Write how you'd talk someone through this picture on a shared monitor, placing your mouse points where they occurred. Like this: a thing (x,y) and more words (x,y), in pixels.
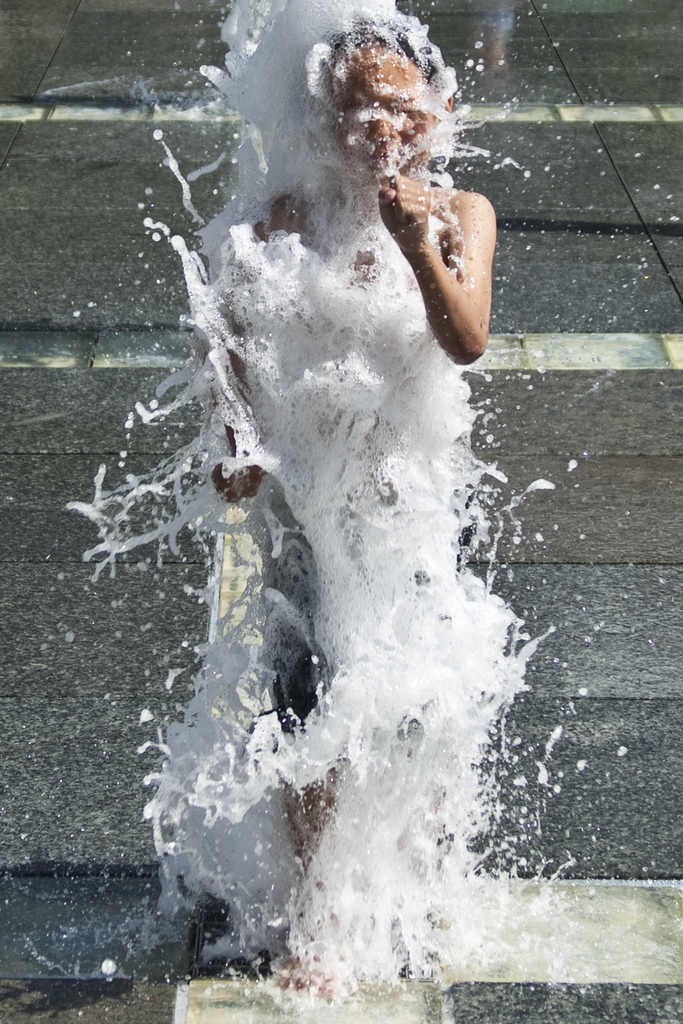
There is a person (237,365) standing in the water (200,353). In the back (3,400) there is road (526,445).
